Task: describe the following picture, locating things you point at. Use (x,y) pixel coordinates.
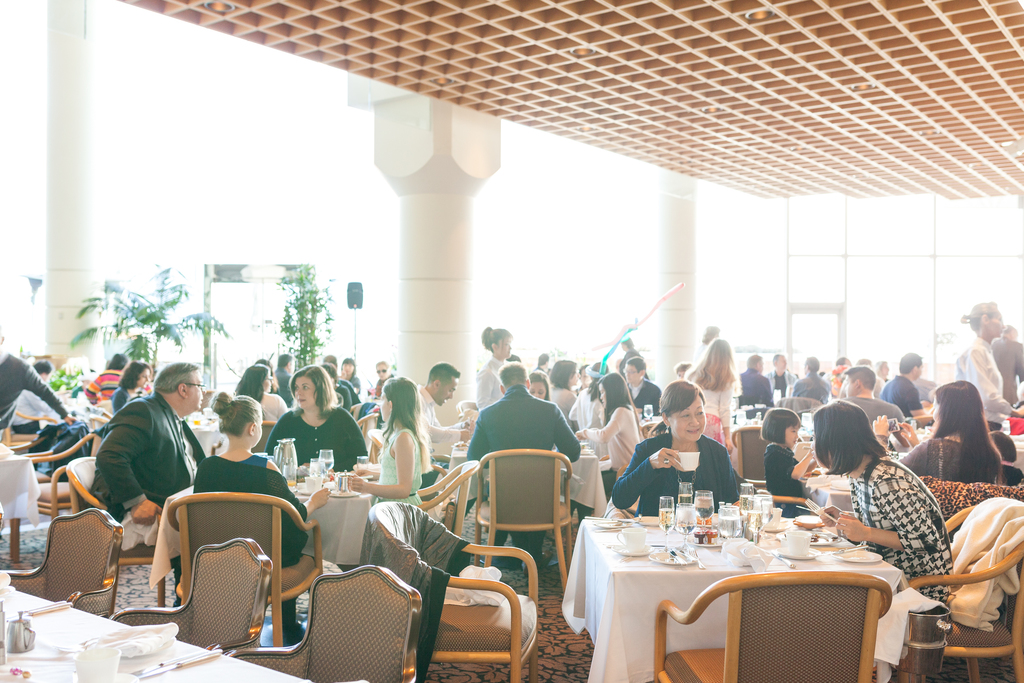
In this image I can see number of people (1002,324) are sitting on chairs (74,563) and few of them are standing. I can also see few tables (623,599) and few glasses (763,496) on it. In the background (122,325) I can see few plants (139,360).
